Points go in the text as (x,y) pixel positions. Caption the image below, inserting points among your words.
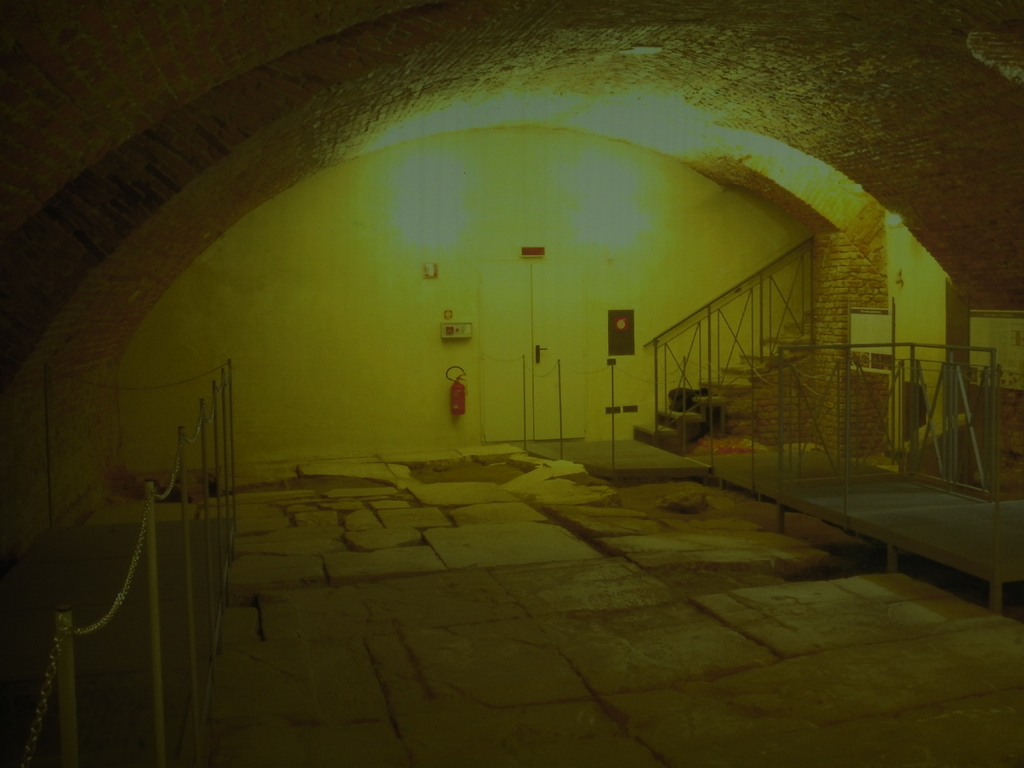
In the image there is an elevation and there are some rods (65,730) attached with the chain (129,572) on the left (213,424) and on the right side (781,337) there are stairs (781,337) upwards, in the background (402,256) there is a wall (439,310) and in front of the wall (476,380) there is a fire extinguisher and door (551,375).
